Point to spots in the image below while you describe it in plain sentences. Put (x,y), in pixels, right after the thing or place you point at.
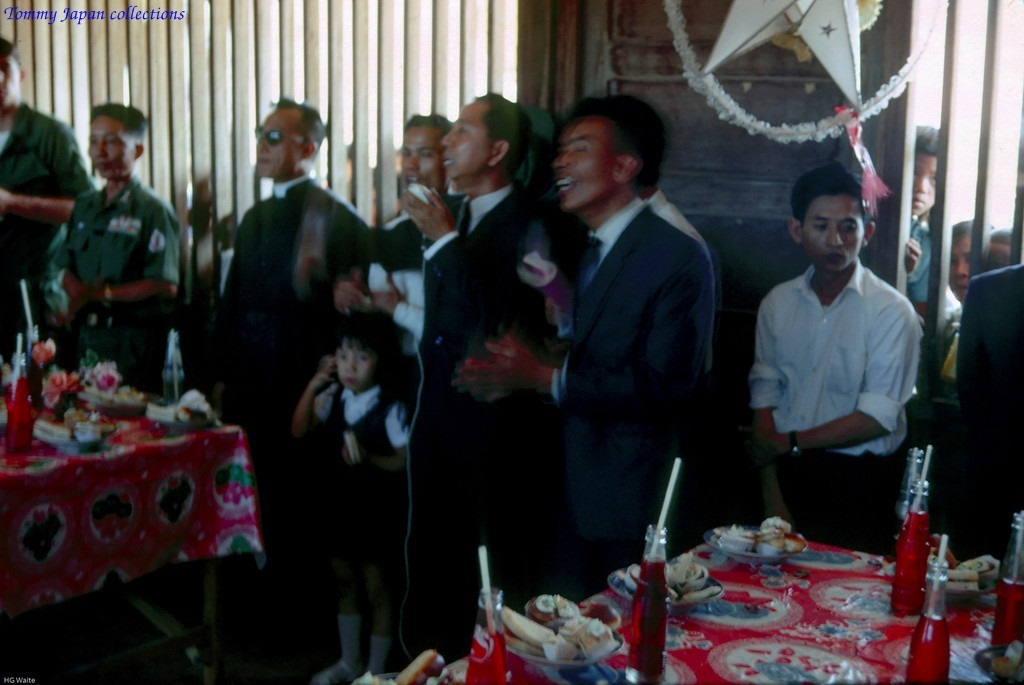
In this image I can see the table (813,645) and on the table (787,634) I can see few bowls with food items (590,631) in them and few bottles (638,649) with liquid (1023,617) and straws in them. I can see number of persons (453,349) are standing, the wall (755,175), a decorative item (849,11) and another table (20,467) with few items (107,409) on it.
